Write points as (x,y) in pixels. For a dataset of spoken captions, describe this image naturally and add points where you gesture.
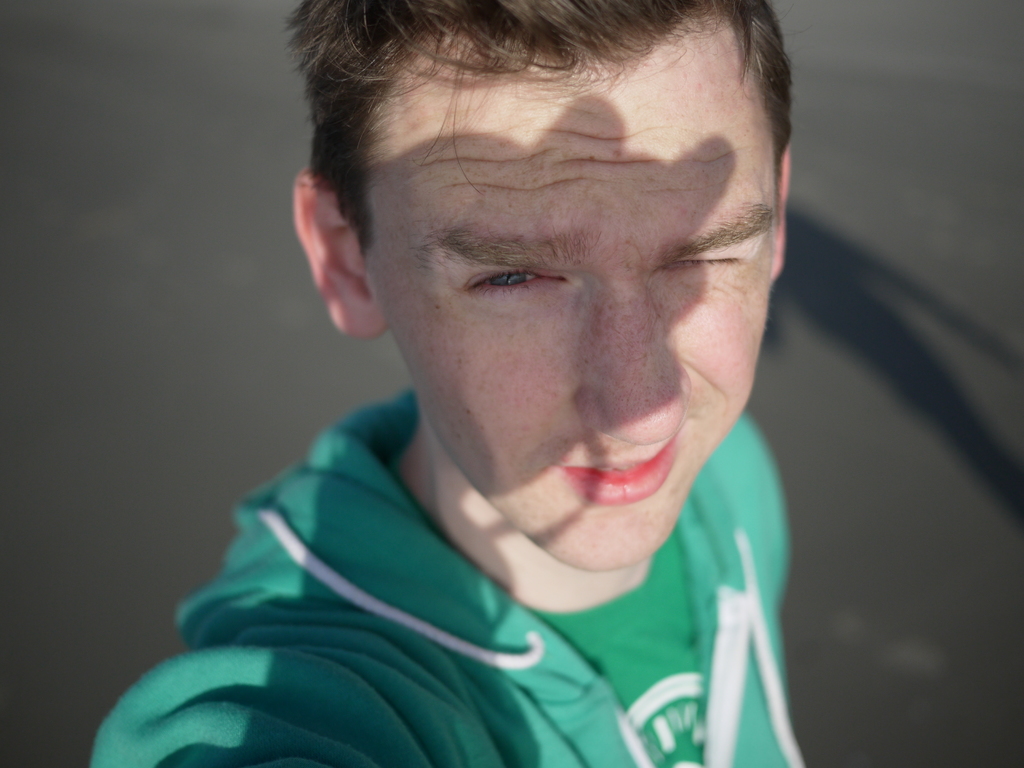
In this image I can see a person (582,368) wearing green and white colored dress (569,668). In the background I can see the ground (188,389).
